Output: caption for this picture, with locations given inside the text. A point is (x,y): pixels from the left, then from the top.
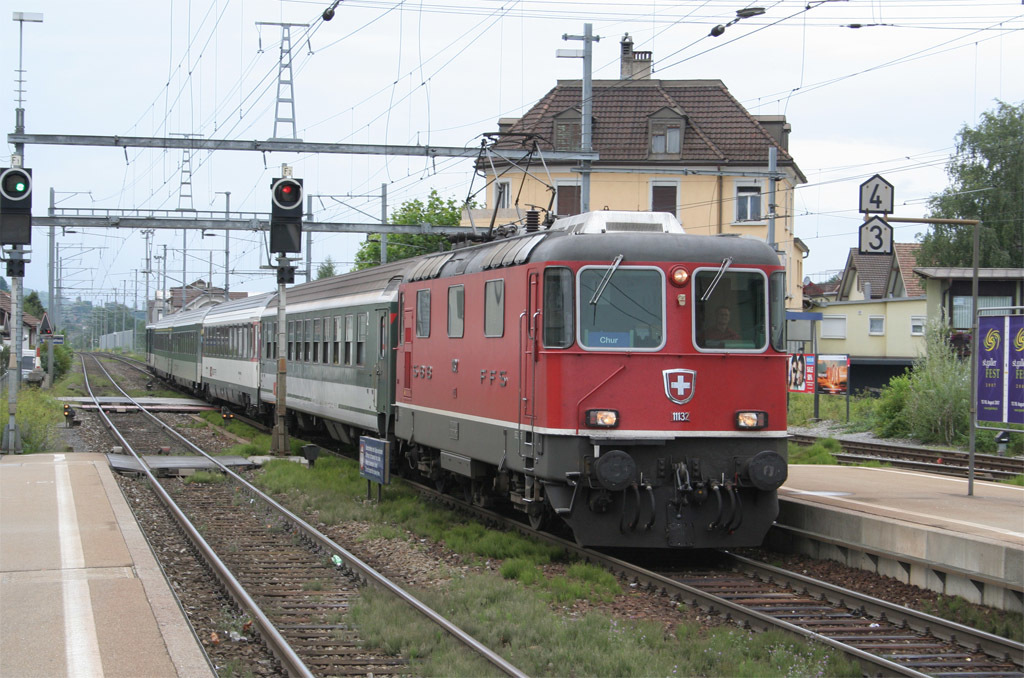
In this image, we can see poles (310,25) and buildings (833,293). There are tracks (695,562) in between platforms (89,581). There is a train (591,332) in the middle of the image (497,401). There is a branch (1000,215) on the right side of the image (998,246). There is a sky (466,118) at the top of the image (466,115).
